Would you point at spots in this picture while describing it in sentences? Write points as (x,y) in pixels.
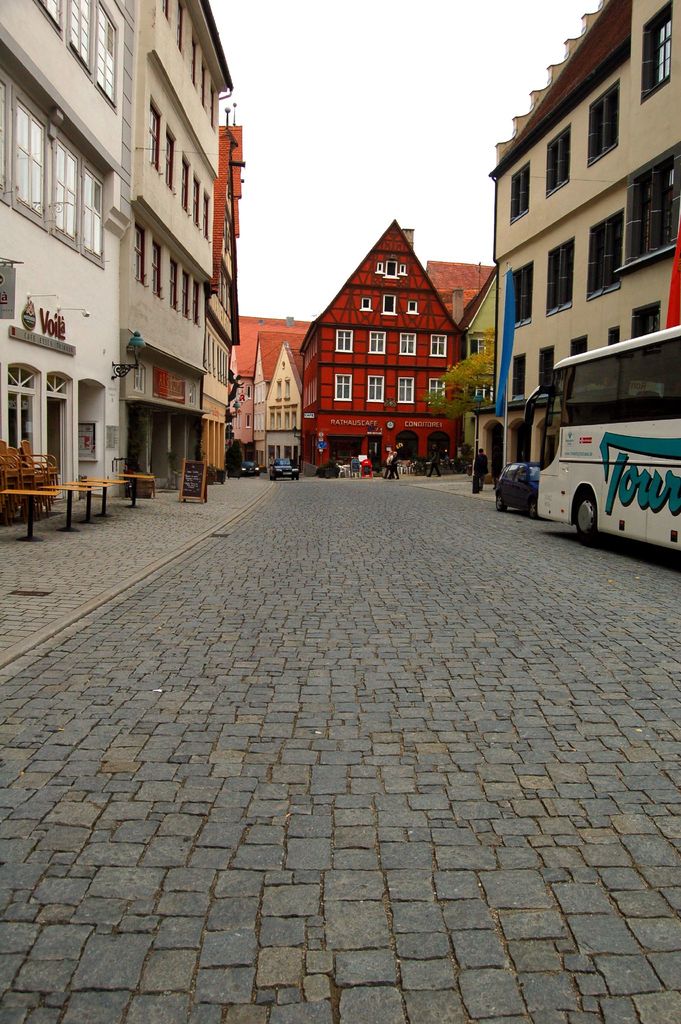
In the picture I can see a bus (669,349) and cars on the road (381,731). There are buildings (171,203) on the left side (122,160) and the right side (578,165) as well. I can see the tables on the side of the road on the left side (15,495). In the background (453,290), I can see the buildings (368,374). I can see a few persons (486,460) on the side of the road (410,504).
